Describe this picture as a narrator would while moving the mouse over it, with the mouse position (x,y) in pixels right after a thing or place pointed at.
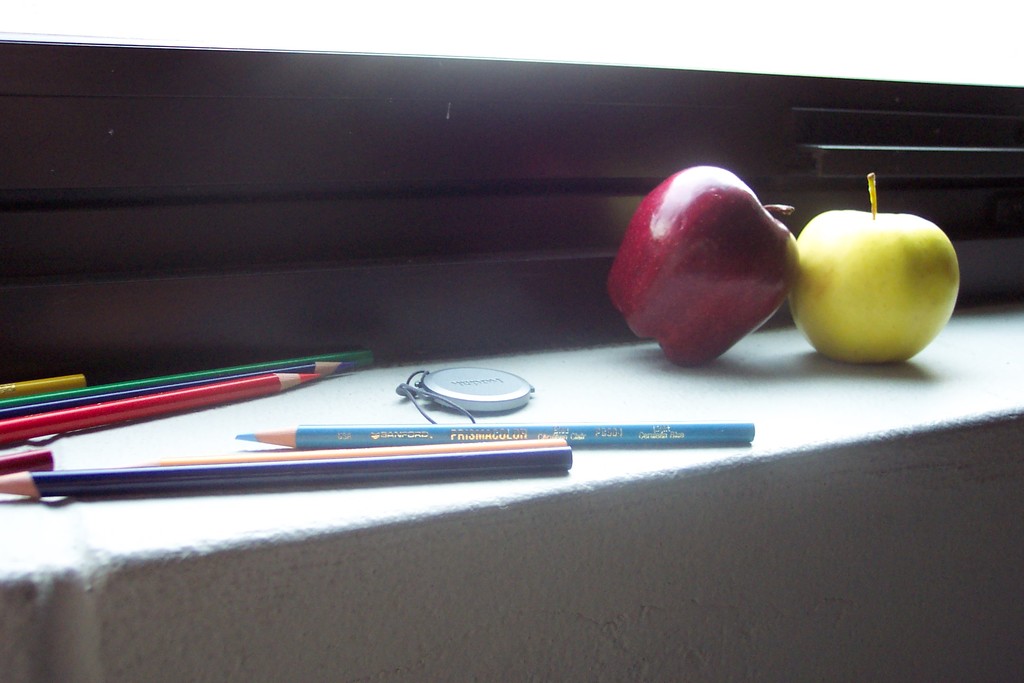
In this image I can see a white colored object (876,456) and on it I can see few colored pencils (317,460), two fruits (654,308) which are red and yellow in color and a grey colored object (504,376). I can see the brown colored background (201,249).
